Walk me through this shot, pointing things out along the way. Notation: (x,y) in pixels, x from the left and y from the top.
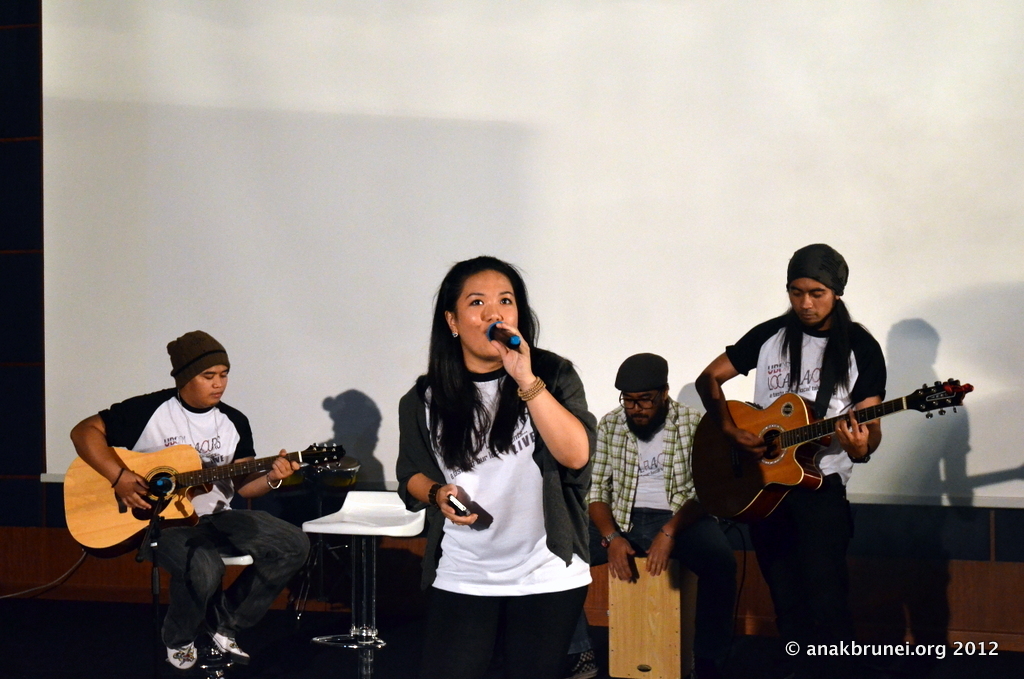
In this image there are four people (817,503) in which two of them are playing guitar (741,503) and one person (480,391) is singing and one person (627,571) is beating the box (618,587). In the background (583,203) there is a wall (489,157).
